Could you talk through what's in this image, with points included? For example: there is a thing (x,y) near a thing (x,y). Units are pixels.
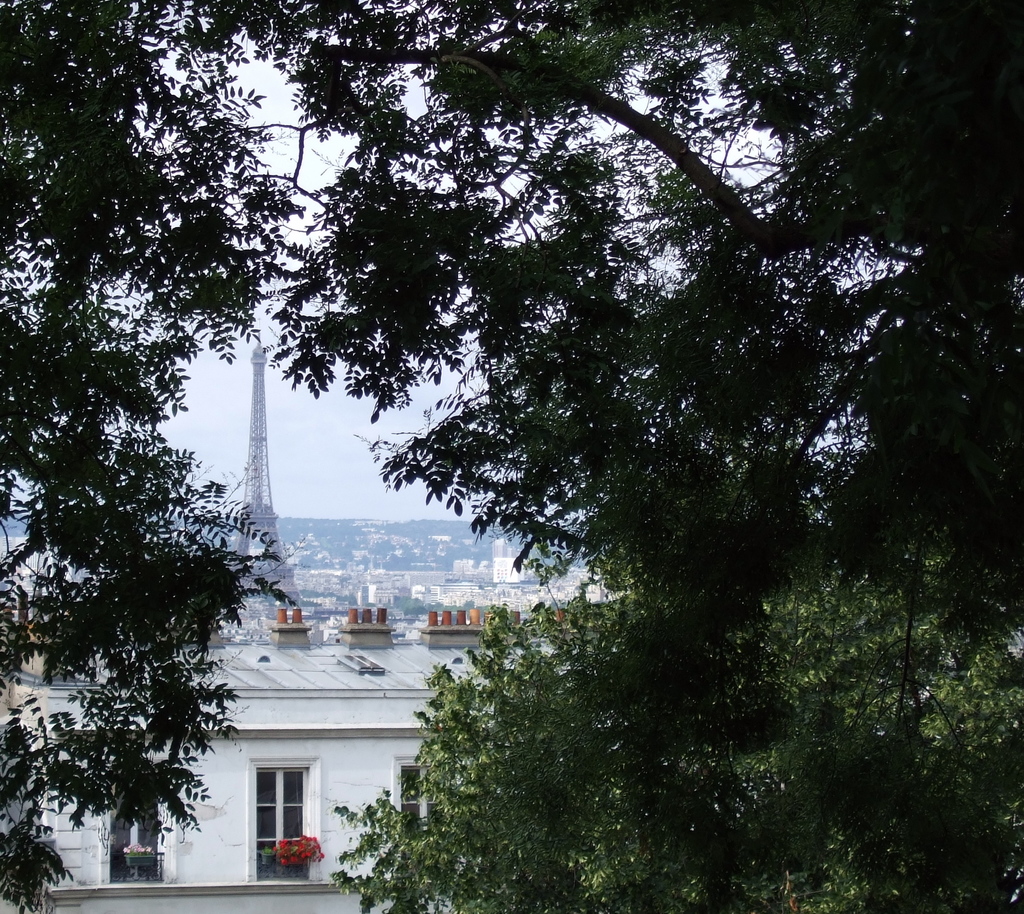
In this picture I can observe some trees (612,568). There is a tower (259,520) on the left side (253,493). I can observe some buildings (404,687). In the background (353,437) there is a sky (301,455).
